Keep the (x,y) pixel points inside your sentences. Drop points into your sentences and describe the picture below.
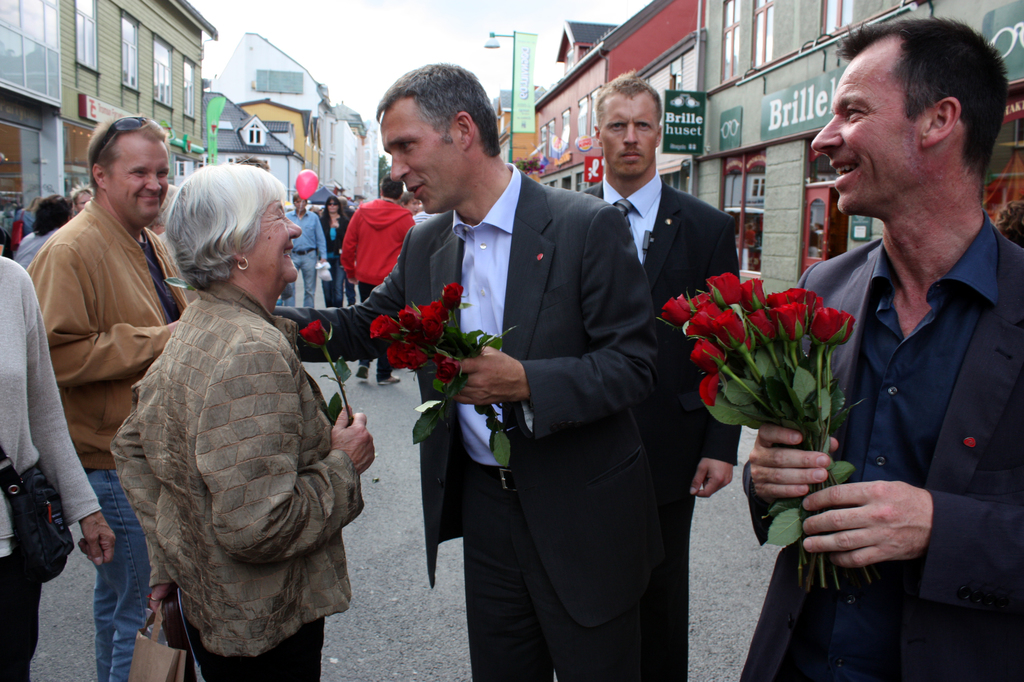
In this image I can see three persons (620,328) are holding rose flowers (499,436) in their hand (791,438) and a crowd (642,416) on the road (391,408). In the background (725,116) I can see buildings (278,113), boards (289,75), light poles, windows (760,157) and the sky (481,21). This image is taken may be on the road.
